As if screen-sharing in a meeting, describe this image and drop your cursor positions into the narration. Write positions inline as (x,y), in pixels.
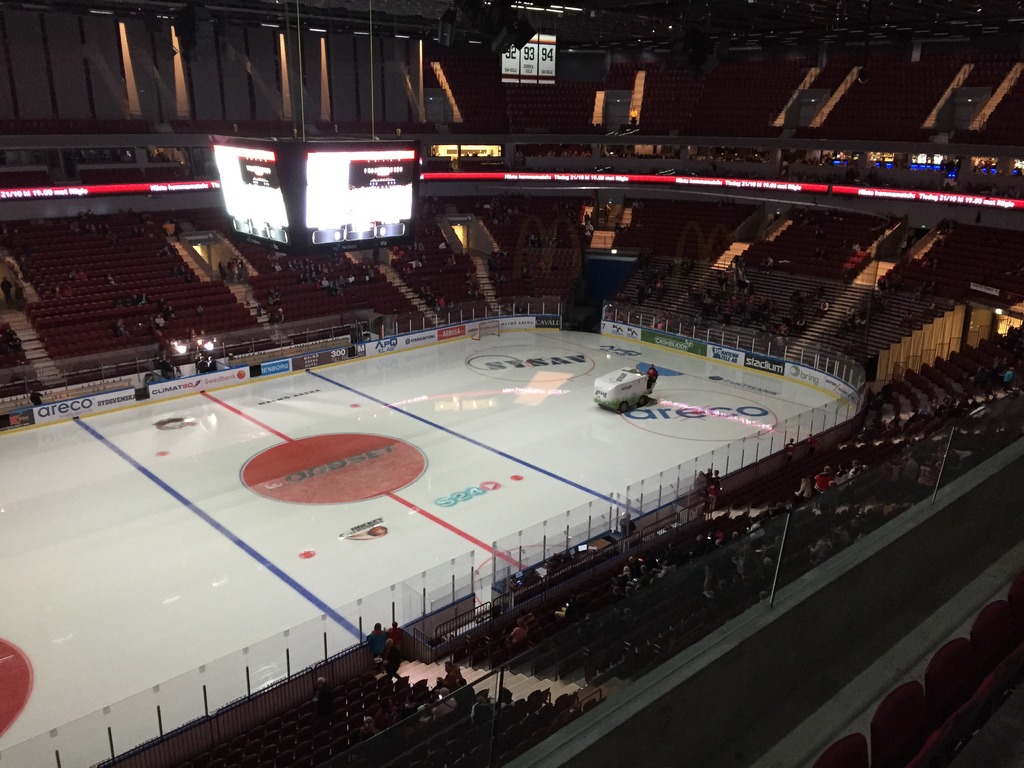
This picture might be taken in a stadium (443,544), in this image there are some people (754,575) sitting and there are some seats (430,240), screens (463,176), light (540,178), wall (142,83) and some boards (663,522). In the center (566,388) there is a floor (441,414), and on the floor (461,426) there is vehicle (600,404) and there is some text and also we could see some boards (48,420) and railing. And at the top (323,79) there are some lights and objects (638,32).
